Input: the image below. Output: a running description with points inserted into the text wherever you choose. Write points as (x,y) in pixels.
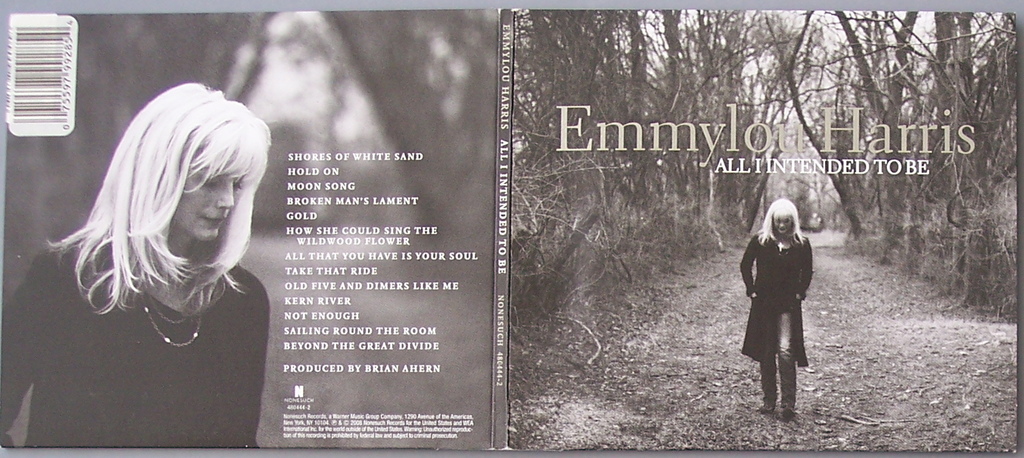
In the picture we can see a CD cover (561,246) on it, we can see an image (35,340) of a woman (91,354) and some information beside her and name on it Emmylou Harris and on the top of it we can see a bar code (67,78).
